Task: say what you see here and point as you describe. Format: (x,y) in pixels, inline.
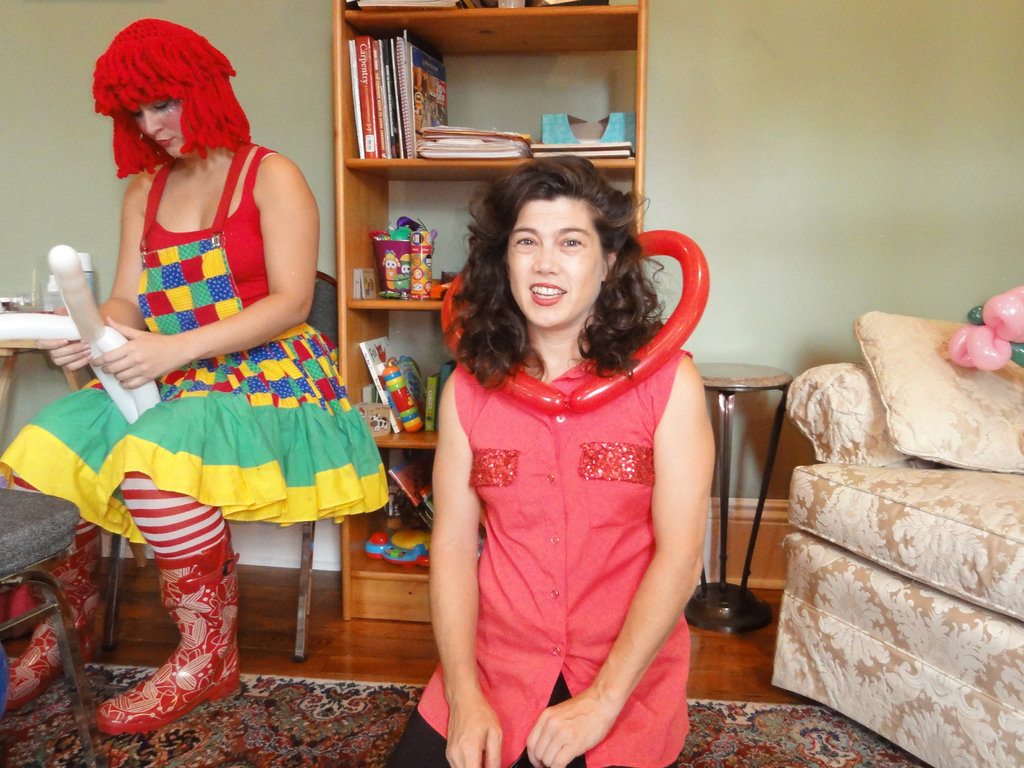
In this picture we can see two women (610,595), behind we can see bookshelves (382,589), couch (959,524) and we can see chair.
